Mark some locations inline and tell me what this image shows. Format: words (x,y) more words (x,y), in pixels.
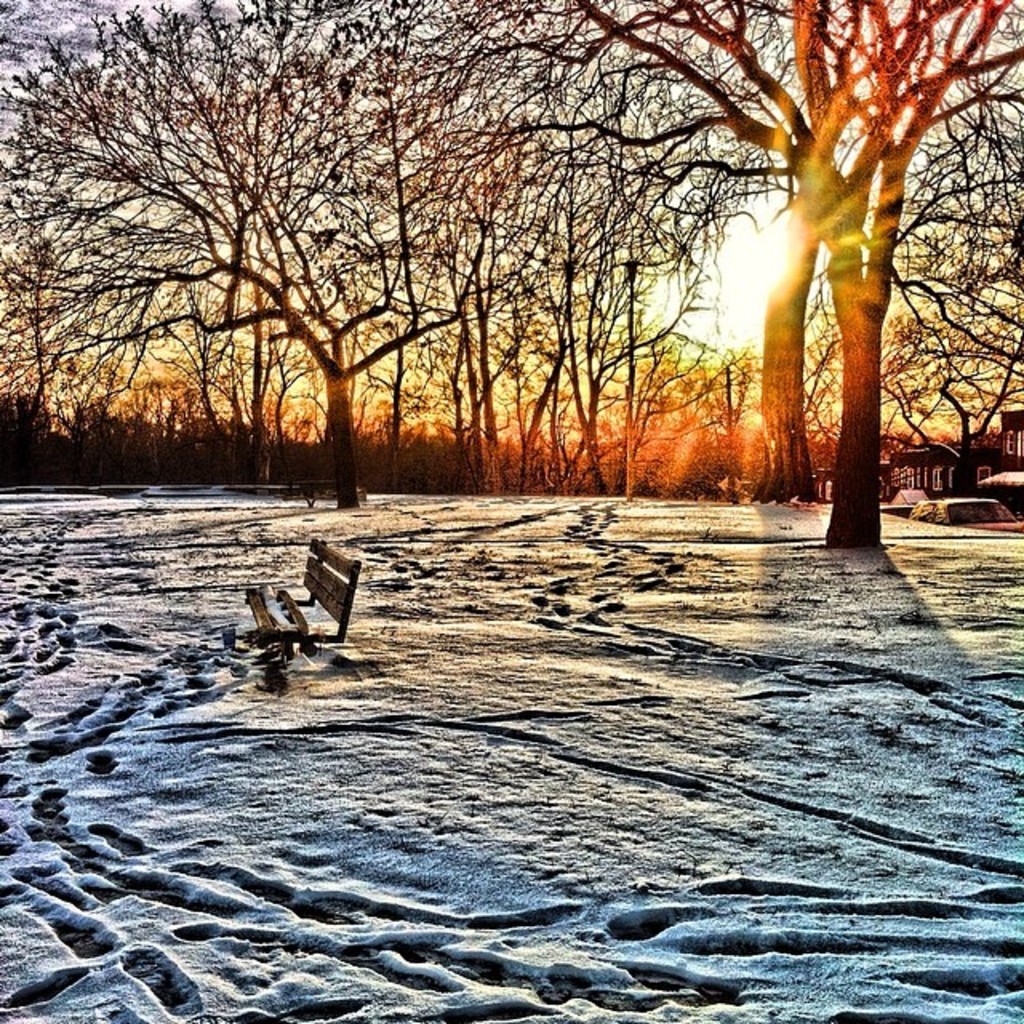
On the left side of the image (315,549) there is a bench (343,610). At the bottom of the image (556,880) snow (550,914) is present. In the background of the image (461,357) trees (262,312) are there. At the top of the image (751,253) sky (759,241) is there. On the right side of the image (911,469) buildings (988,451) are present.
